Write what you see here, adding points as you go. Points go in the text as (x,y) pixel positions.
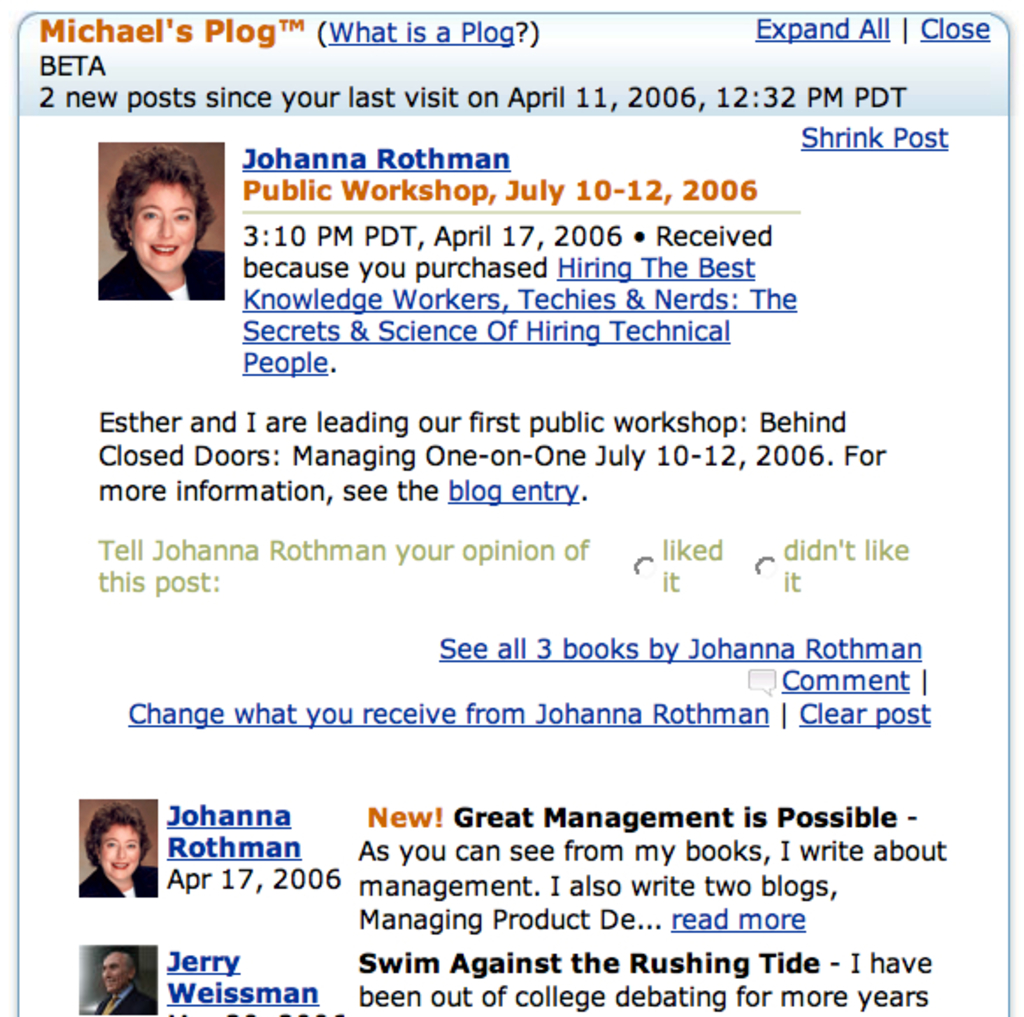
It is the image taken from some website and a lot of information (421,424) mentioned in the picture related to a workshop.
